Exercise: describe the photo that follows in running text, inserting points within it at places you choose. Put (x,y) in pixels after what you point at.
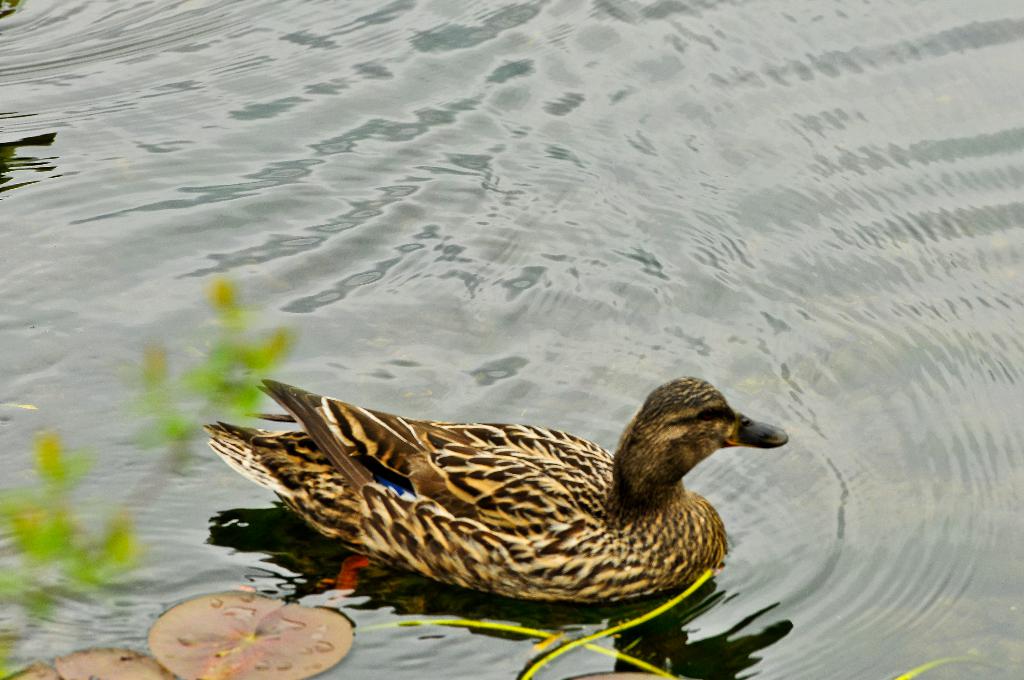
In this picture we can see a duck (396,457) on the water (667,366), leaves (251,348) and some objects (579,644).
